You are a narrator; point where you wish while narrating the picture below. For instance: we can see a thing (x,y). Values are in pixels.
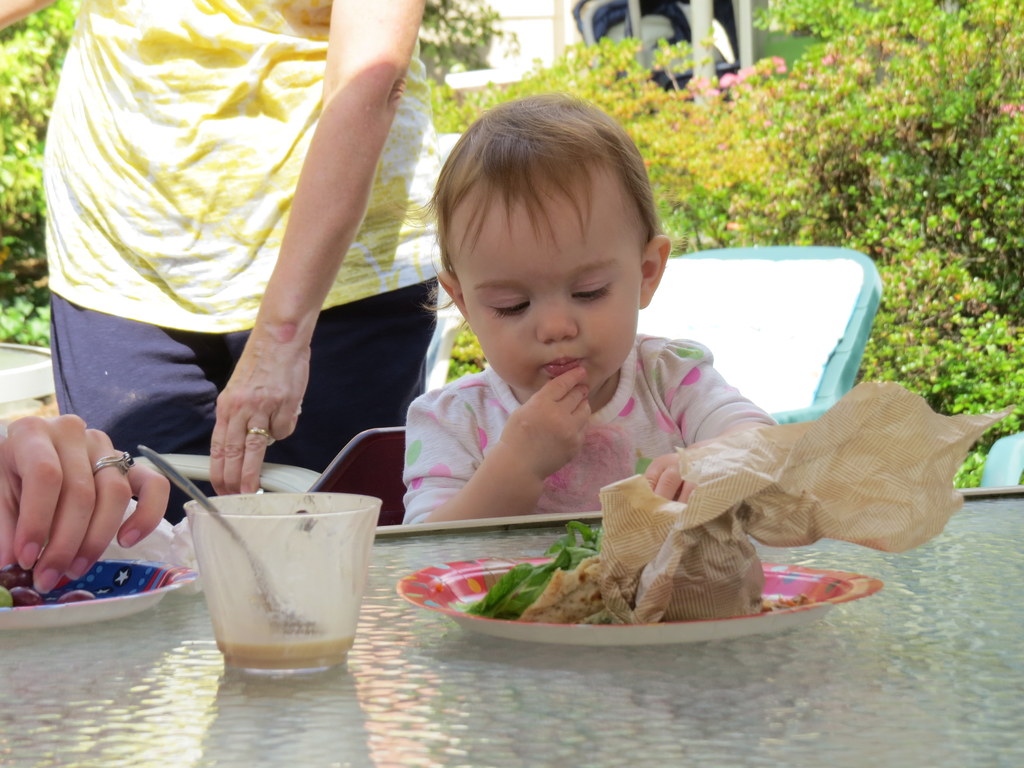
In this image I can see a table (159,689) in the front (517,691) and on it I can see a glass (213,592), two plates (415,595), a paper (631,560) and different types of food (500,612). I can also see a child (463,307) and one person (47,195). In the background (842,353) I can see a chair like thing (812,352), number of plants (631,122), few poles (693,52), a black colour thing (689,80) and few other stuffs (18,403). On the left side of the image (44,448) I can see a hand (12,436) of a person (68,413) and I can see this person (81,446) is wearing a ring (128,455) on the finger (103,480).
